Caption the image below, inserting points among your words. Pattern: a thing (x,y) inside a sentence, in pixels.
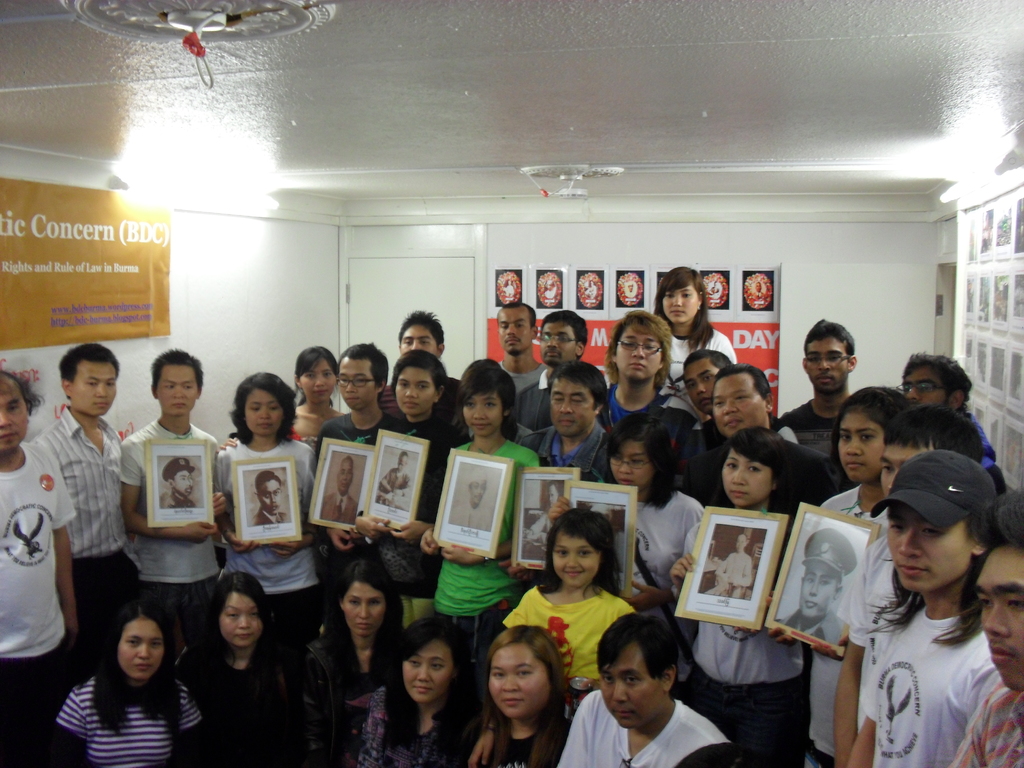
In this image, I can see a group of people (307,606). Among them few people (206,536) are holding the photo frames (851,536). In the background (459,279), I can see a banner (731,283) to the wall (491,283) and there is a door (442,276). At the top of the image (290,118), I can see a ceiling (241,131). On the left (138,261) and right side of the image (1005,288), I can see the posters (971,288) attached to the walls (960,298).
